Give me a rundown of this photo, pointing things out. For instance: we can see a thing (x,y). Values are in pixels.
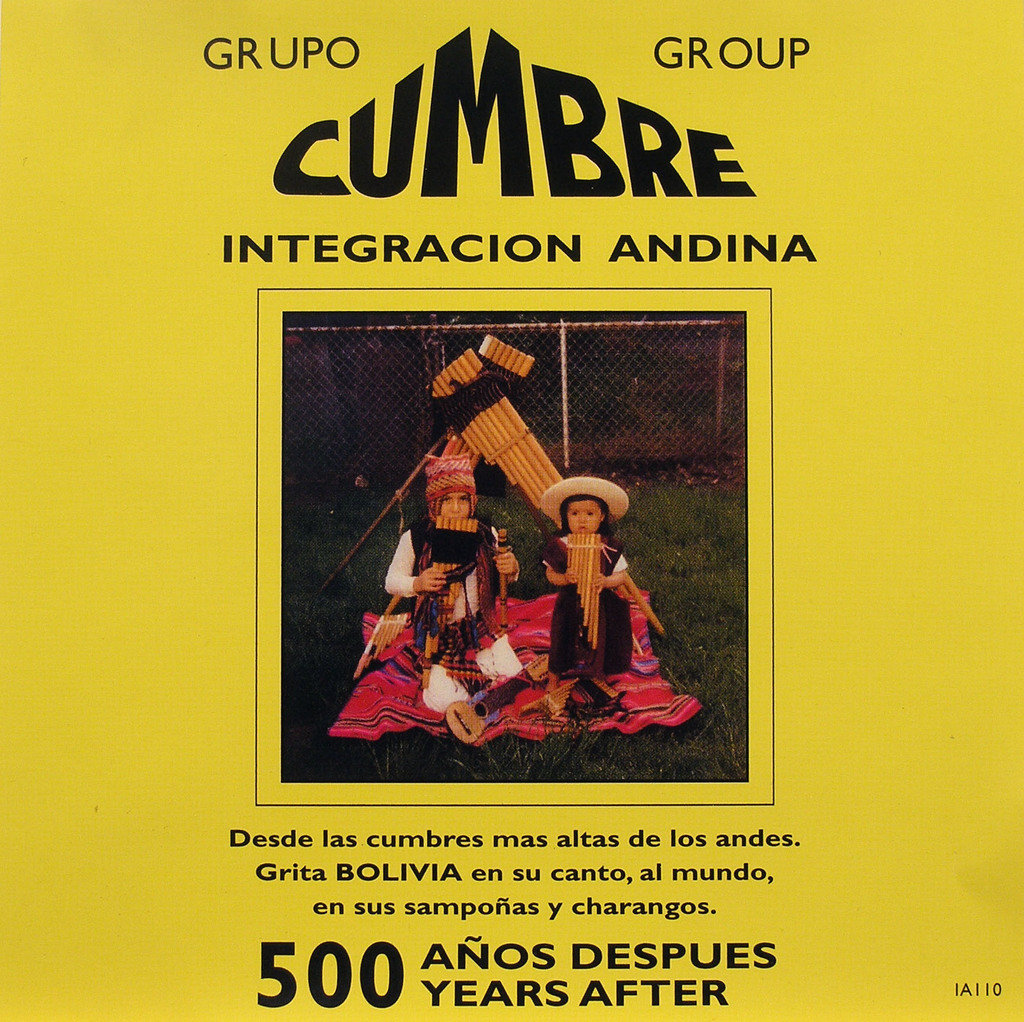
In this image, I think this is a poster (460,687). I can see the picture of two people (426,564) with the fancy dresses (449,629) and letters (578,122) on the poster (519,855). The background (72,812) looks yellow in color.
